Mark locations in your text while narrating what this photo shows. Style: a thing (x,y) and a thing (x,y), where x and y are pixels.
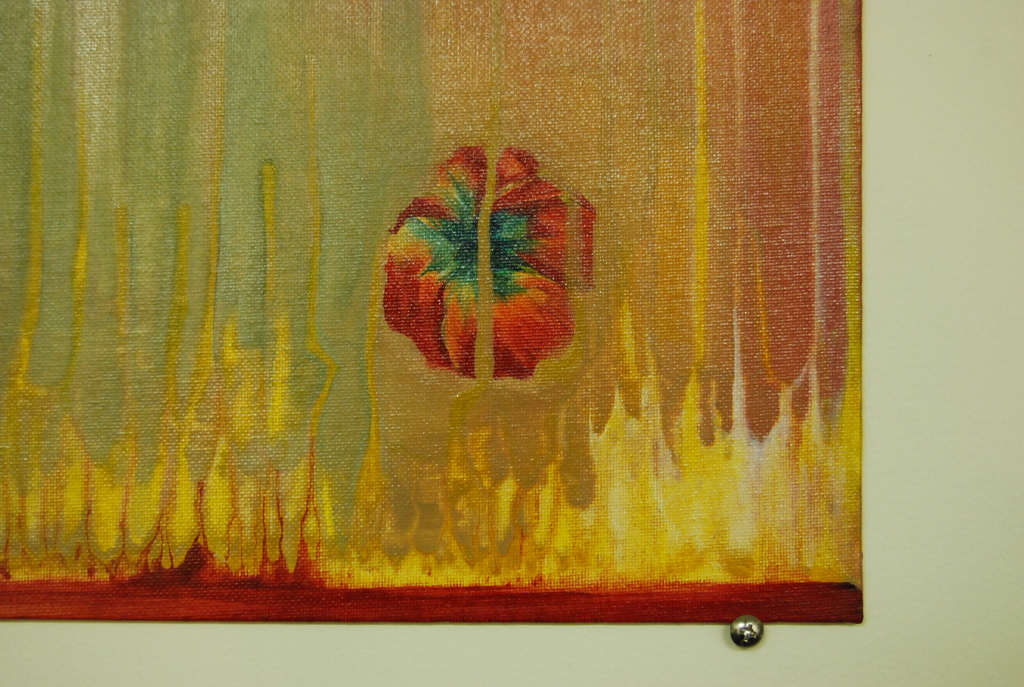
There is a painting (436,261) on the wall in the image.
